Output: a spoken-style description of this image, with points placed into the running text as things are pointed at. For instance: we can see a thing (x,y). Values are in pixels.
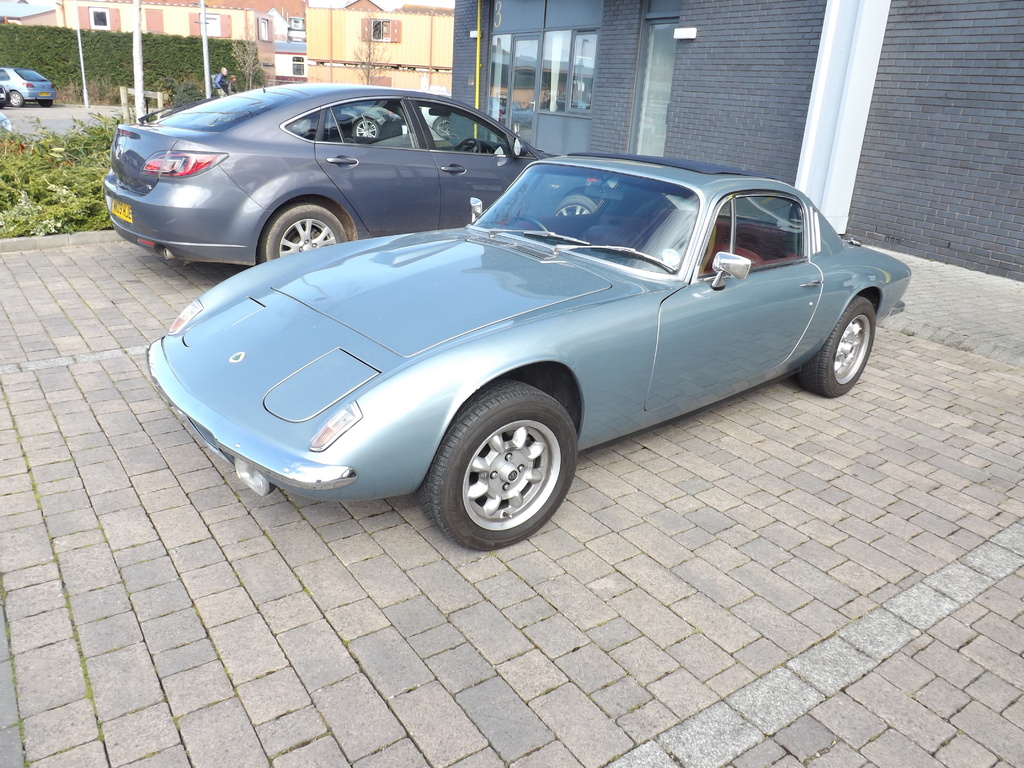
In the image there are two cars (500,272) on the road (121,282) in front of a building (860,60) and behind it there are plants (44,175) followed by buildings (275,43) and plants (114,65) in the background (114,65).
